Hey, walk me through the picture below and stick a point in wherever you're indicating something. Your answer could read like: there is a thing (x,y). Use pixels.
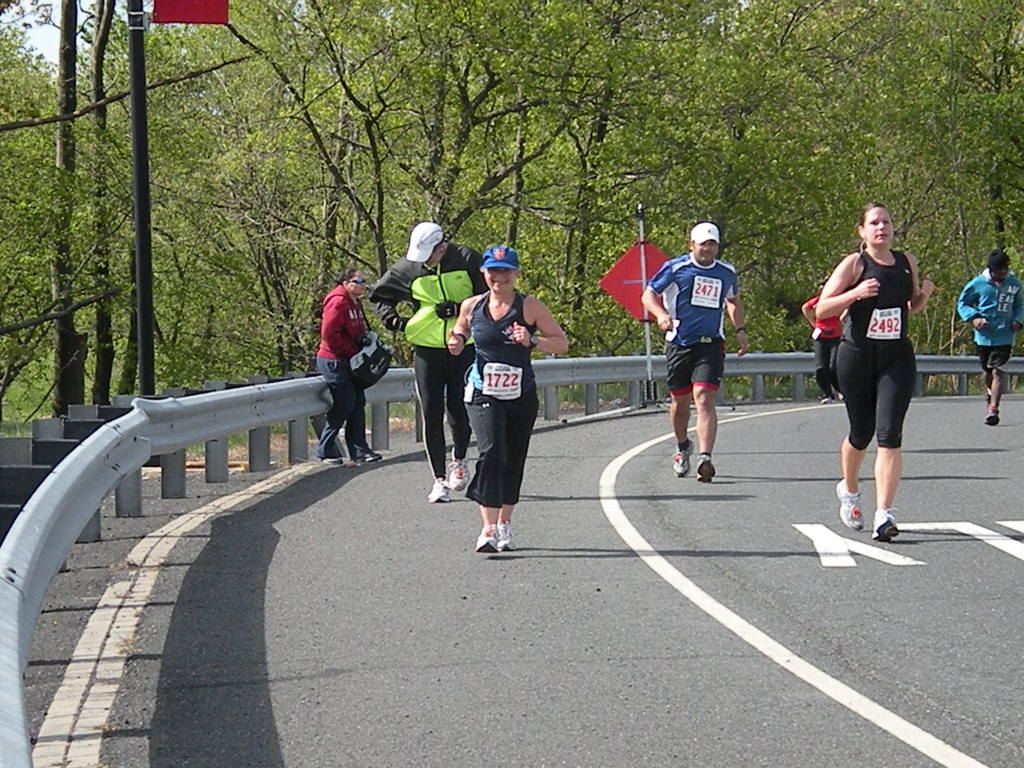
In this image, we can see some people (441,419) running on the road (640,659), there are some green trees (524,84).
